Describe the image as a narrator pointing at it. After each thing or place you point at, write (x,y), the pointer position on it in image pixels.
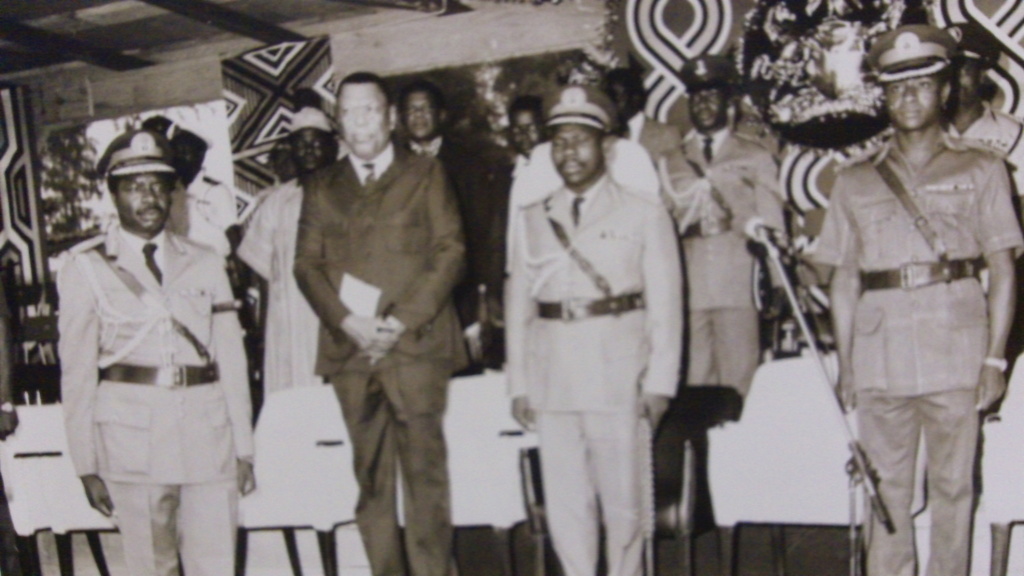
In this image I can see the black and white picture of three persons (203,342) wearing uniform (565,220) and a person (389,228) wearing blazer (386,225), pant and shirt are standing. In the background (695,192) I can see few other persons (438,148) standing, the wall (739,122), few trees (79,144) and the ceiling (110,23).
